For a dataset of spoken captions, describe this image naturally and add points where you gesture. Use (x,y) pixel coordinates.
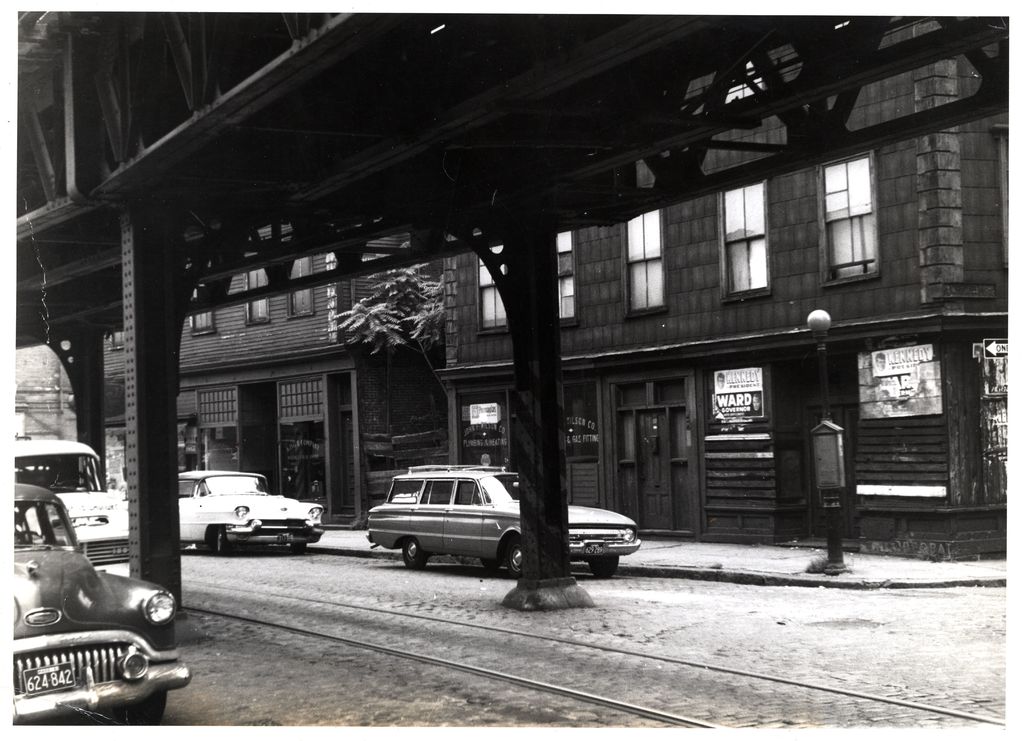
In this image I can see vehicles (100,620) on the road (188,602). Here I can see buildings (331,479), trees (427,356) and other objects (544,371) on the ground (440,641). This picture is black and white in color.
